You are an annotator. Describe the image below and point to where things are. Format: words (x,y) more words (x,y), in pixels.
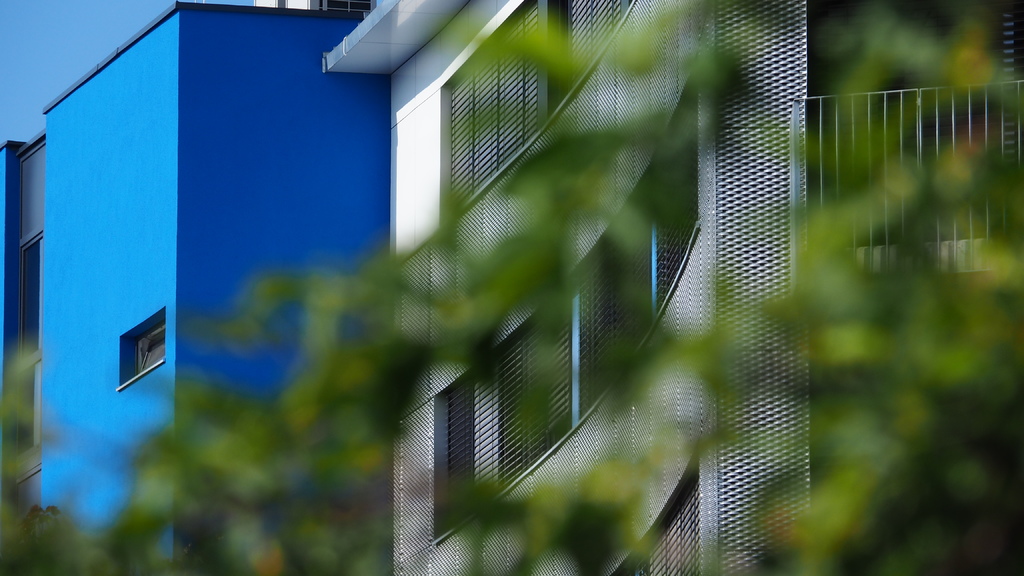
In this image there are branches (457,291) having leaves (832,455). Background (39,472) there are buildings (778,65). Left top there is sky (69,24).
